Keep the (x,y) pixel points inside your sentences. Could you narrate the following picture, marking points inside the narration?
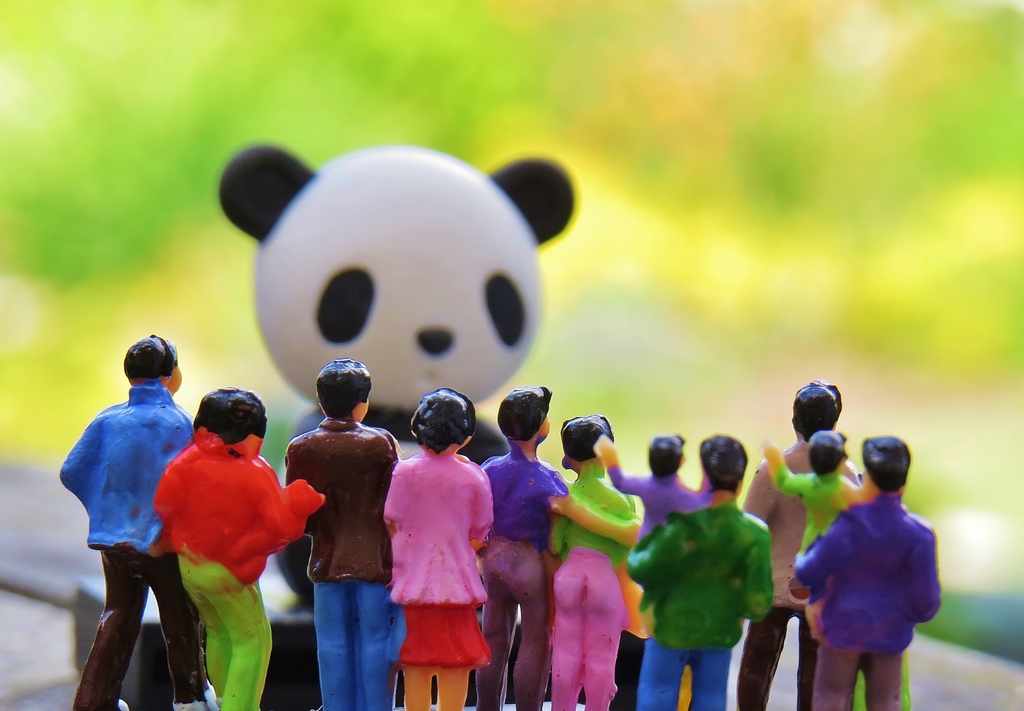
In the given image i can see a toys (440,325) and in the background (562,56) i can see a greenery (466,128).
